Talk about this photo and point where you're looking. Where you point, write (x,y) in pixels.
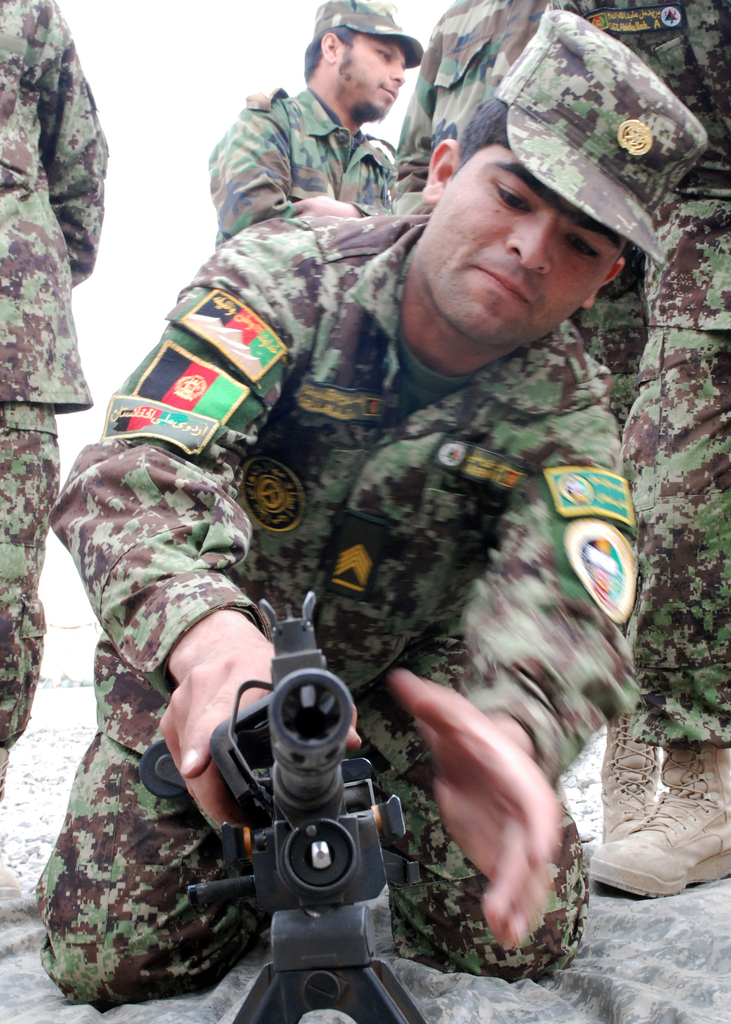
In this image we can see a person (198,624) wearing uniform (391,534) and cap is sitting and there is weapon (332,871) here. In the background (697,10), we can see a few more people (704,20) in uniforms (280,121).
